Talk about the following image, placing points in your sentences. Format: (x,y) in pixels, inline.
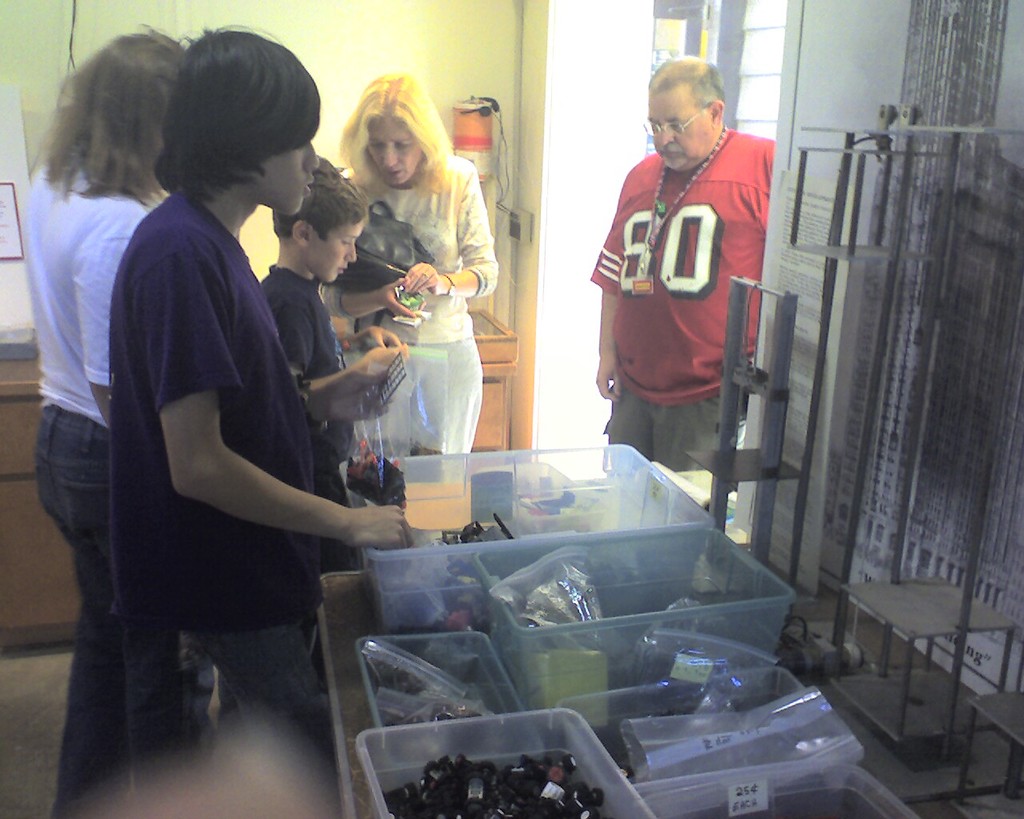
In the image we can see there are four people (429,314) and a child (305,305) standing, they are wearing clothes (278,348). This man (630,312) is wearing neck chain (682,196) and a spectacle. This is a handbag (382,251), boxes (511,572) and in the box (538,654) there are many other things (545,767). This is a floor (12,685) and small ladder (739,457).
